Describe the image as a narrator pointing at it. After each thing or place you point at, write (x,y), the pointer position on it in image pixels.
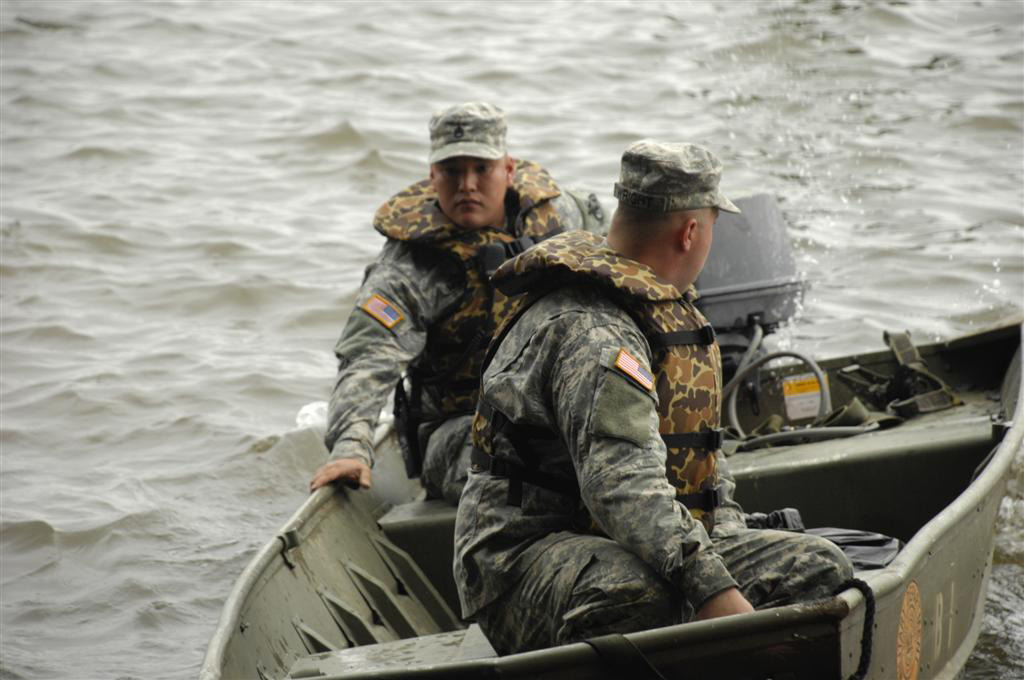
In this image I can see two persons (693,490) sitting in the boat (277,562) and the boat (275,577) is on the water (79,409). The two persons (610,508) are wearing military dresses (593,428).
